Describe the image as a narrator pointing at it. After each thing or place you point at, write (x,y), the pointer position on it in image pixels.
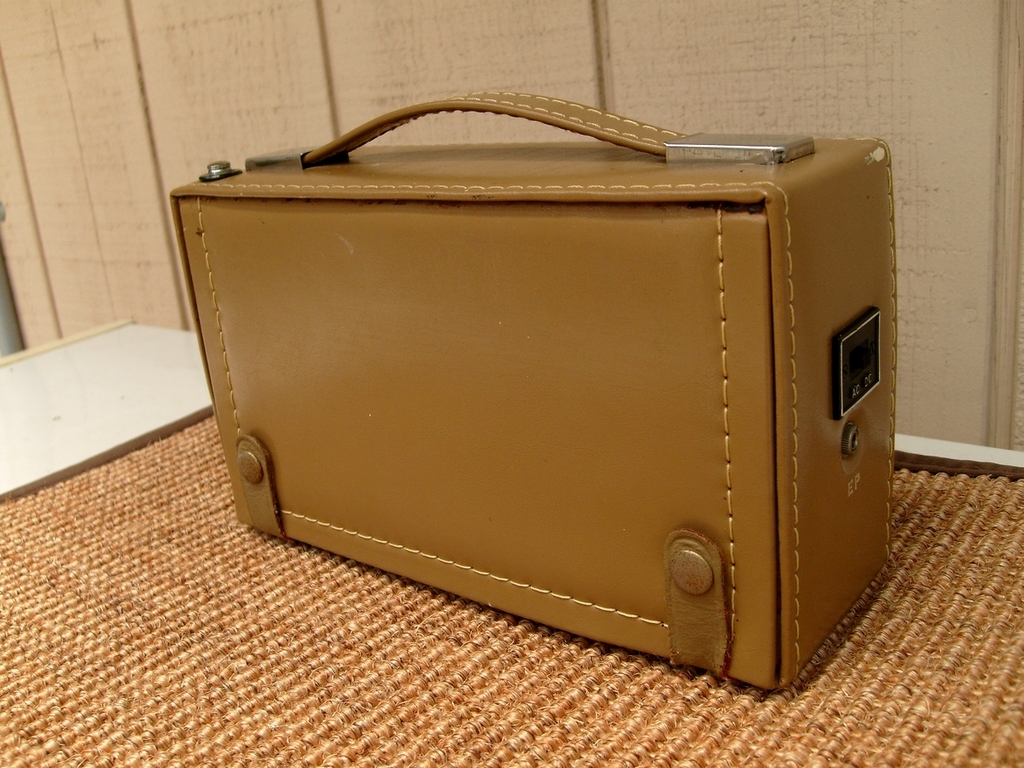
There is a suitcase (496,395) placed on a mat (347,615) which is on the table (131,398).
